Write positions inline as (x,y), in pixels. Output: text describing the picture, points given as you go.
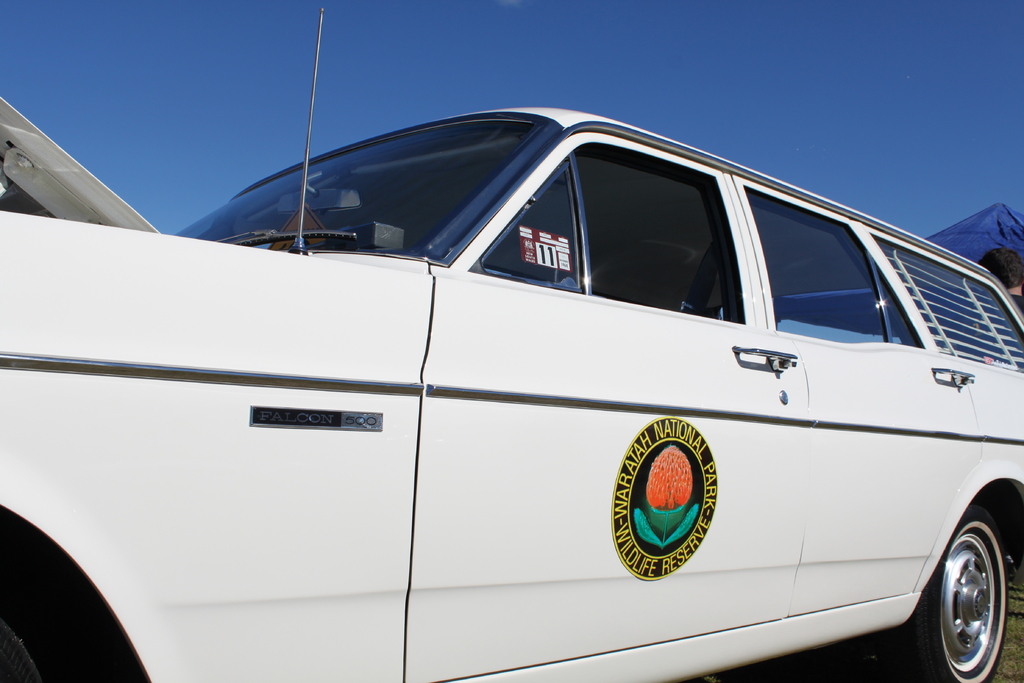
This picture contains a car (464,441) which is white in color. On the door (641,506) of the car (681,517), we see the sticker (692,485) of wildlife reserve is pasted. At the top of the picture (694,101), we see the sky (606,67), which is blue in color. On the right side (1001,254), we see the man (1006,264) standing and we even see the tent (1006,218).
